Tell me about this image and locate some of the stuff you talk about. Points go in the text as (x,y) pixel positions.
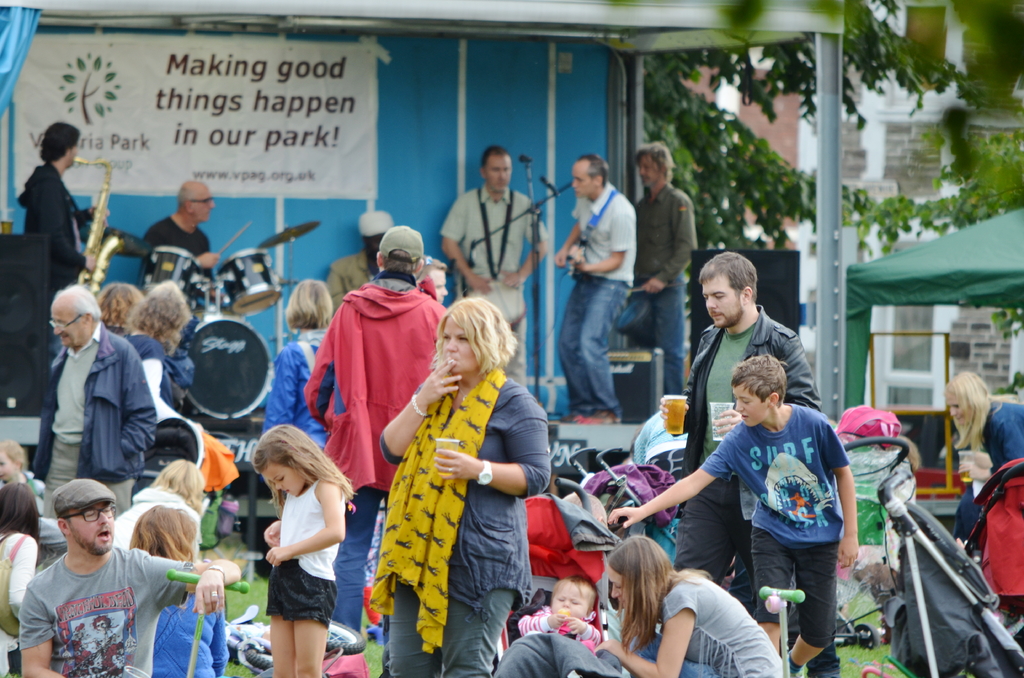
In this picture we can see a group of people (82,227), musical instruments (587,266), mics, banner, clothes (389,346), tent (976,239), speakers (797,285), some objects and in the background (798,234) we can see a building (884,149), trees (774,195).
